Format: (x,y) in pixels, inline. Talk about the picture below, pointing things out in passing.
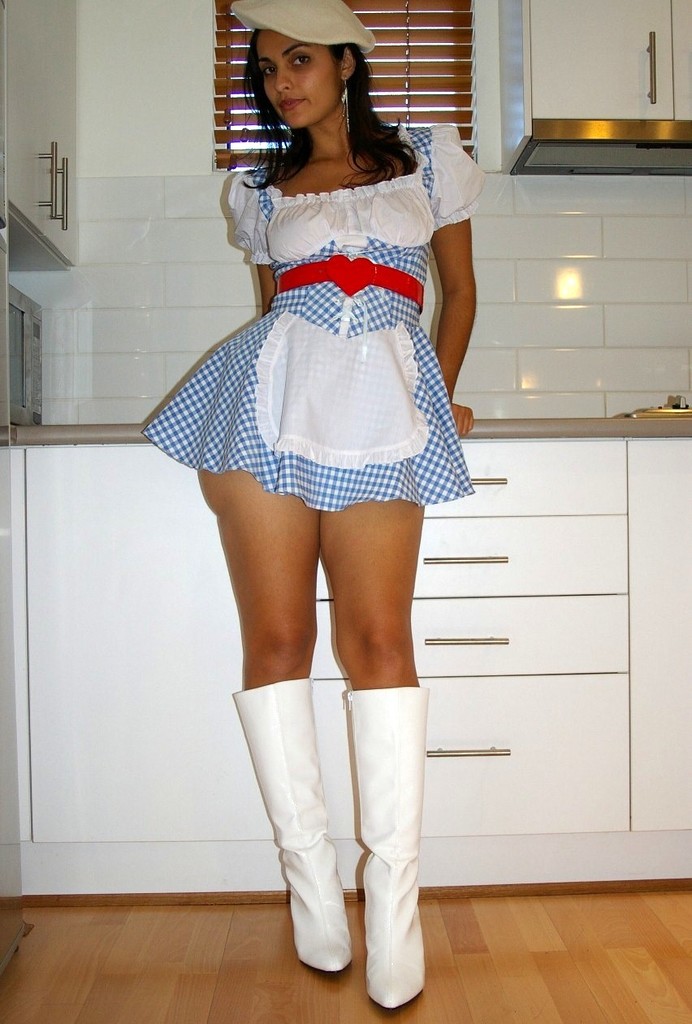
As we can see in the image there are white color tiles (120,334), cupboards (131,570) and a woman (372,523) standing over here.
